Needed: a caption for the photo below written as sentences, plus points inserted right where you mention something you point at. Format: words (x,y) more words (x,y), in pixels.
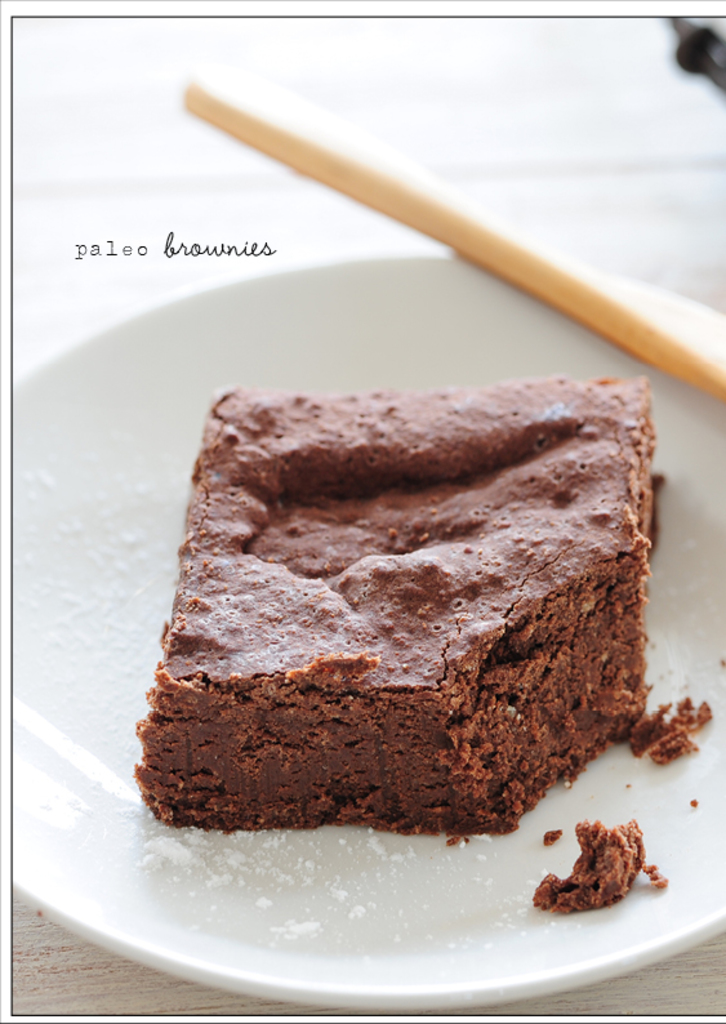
There is a brownie (352,619) on a white plate (671,465).
